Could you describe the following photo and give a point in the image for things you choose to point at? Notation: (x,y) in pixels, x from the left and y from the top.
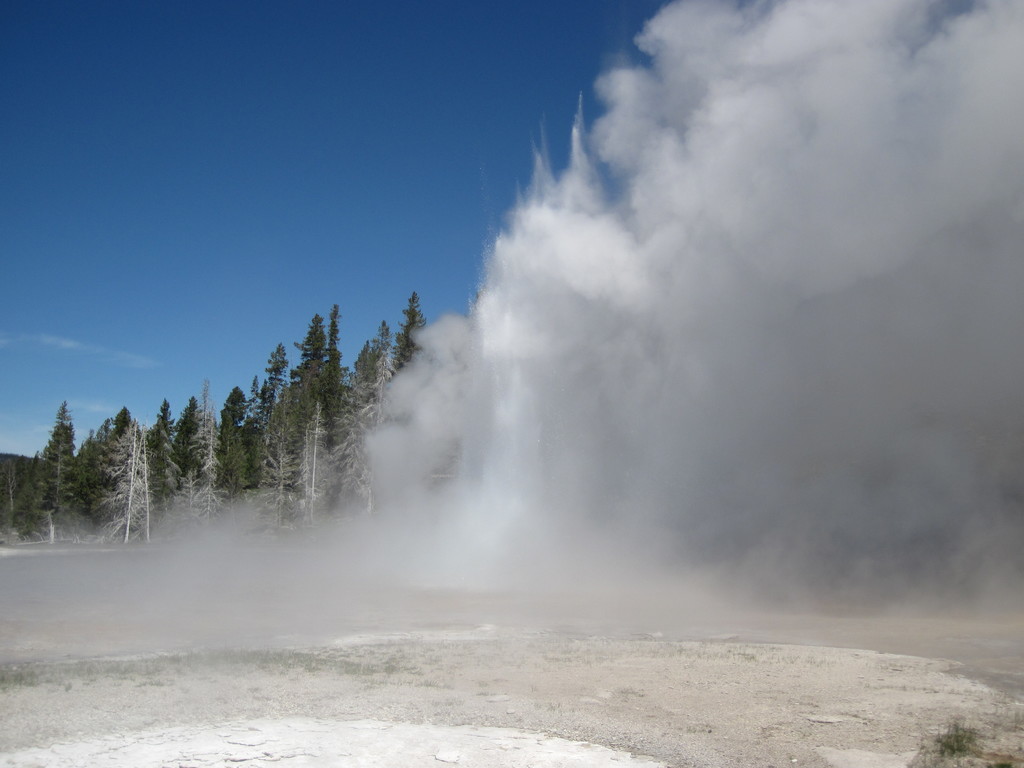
In this picture we can see the ground (364,651), geyser (418,461), trees (278,375) and in the background (324,195) we can see the sky (306,195).
